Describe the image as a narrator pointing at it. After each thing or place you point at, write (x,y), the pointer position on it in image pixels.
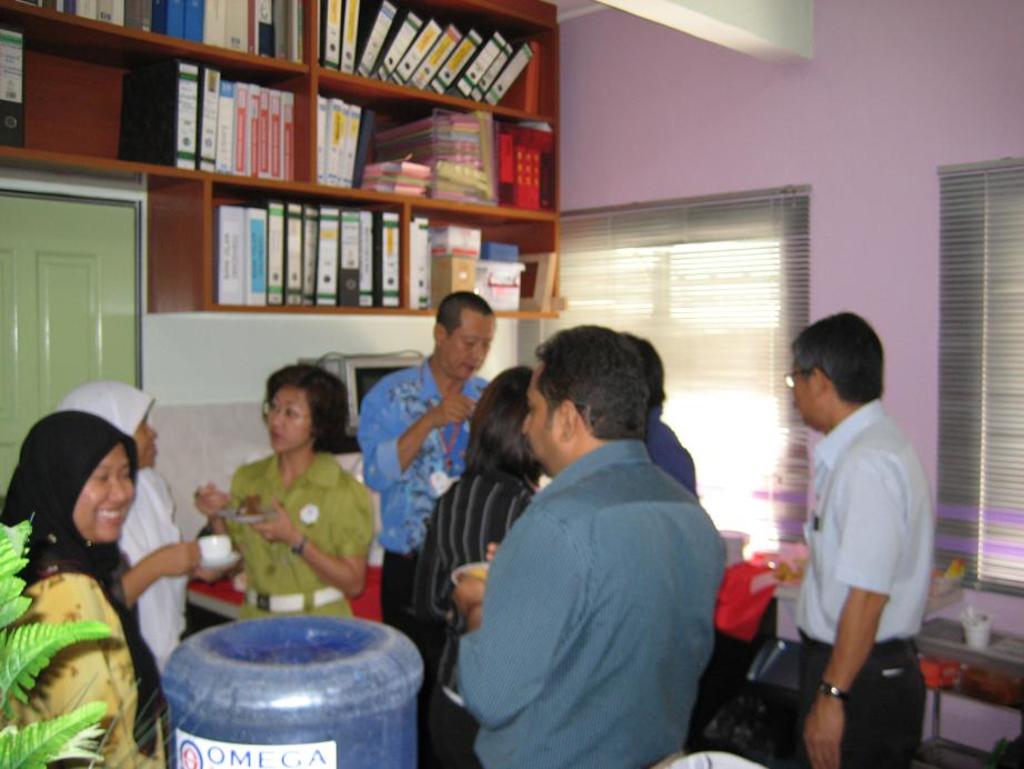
In this image there are group of persons (299,525) standing, they are holding an object (234,509), there are objects (334,759) truncated towards the bottom of the image (185,668), there is an object (972,676) truncated towards the right of the image (1018,625), there is wall (796,122) truncated towards the right of the image (907,148), there is wall (686,67) truncated towards the top of the image (886,23), there are shelves (348,89) truncated towards the top of the image (281,168), there are books (408,134) in the shelf (311,80), there is a door (75,276) truncated towards the left of the image (87,319), there is an object (378,374) behind the person (389,392), there is wall (239,344) behind the person (475,339), there is a window (981,324) truncated towards the right of the image (975,338).
